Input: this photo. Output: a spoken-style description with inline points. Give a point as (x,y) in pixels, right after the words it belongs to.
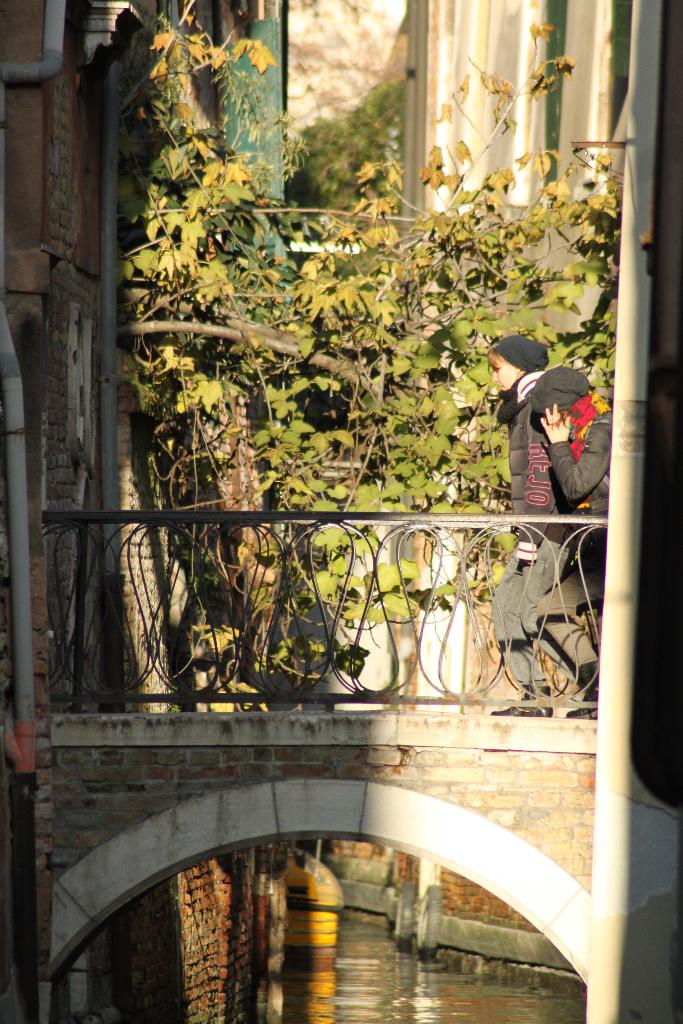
In the picture I can see two persons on the right side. I can see an arch design construction (314,830) and water (298,997) at the bottom of the image (499,855). I can see the pipelines (106,468) on the wall (11,252). In the background (382,287), I can see the trees (414,295).
